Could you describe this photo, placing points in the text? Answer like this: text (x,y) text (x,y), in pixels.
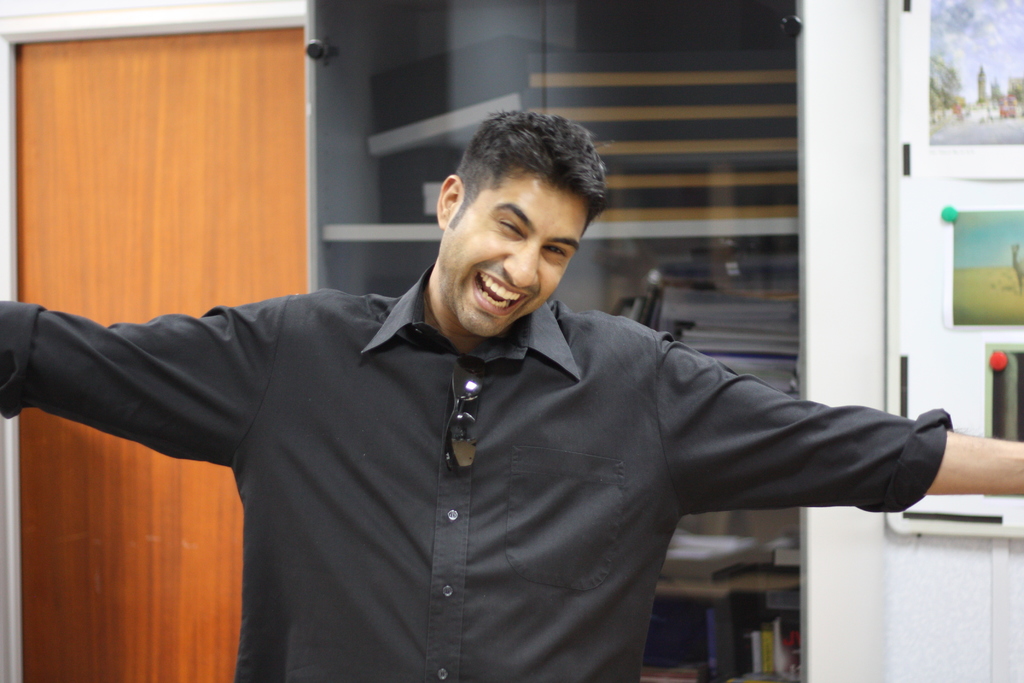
In the front of the image (601,548) a person (601,583) is smiling. Near that person (486,517) there are goggles (462,405). In the background of the image (182,160) there is a door (215,154), cupboard (747,172) and white board (915,325). On the whiteboard (915,306) there are pictures (999,105). In that cupboard (624,146) there are things (669,273).
